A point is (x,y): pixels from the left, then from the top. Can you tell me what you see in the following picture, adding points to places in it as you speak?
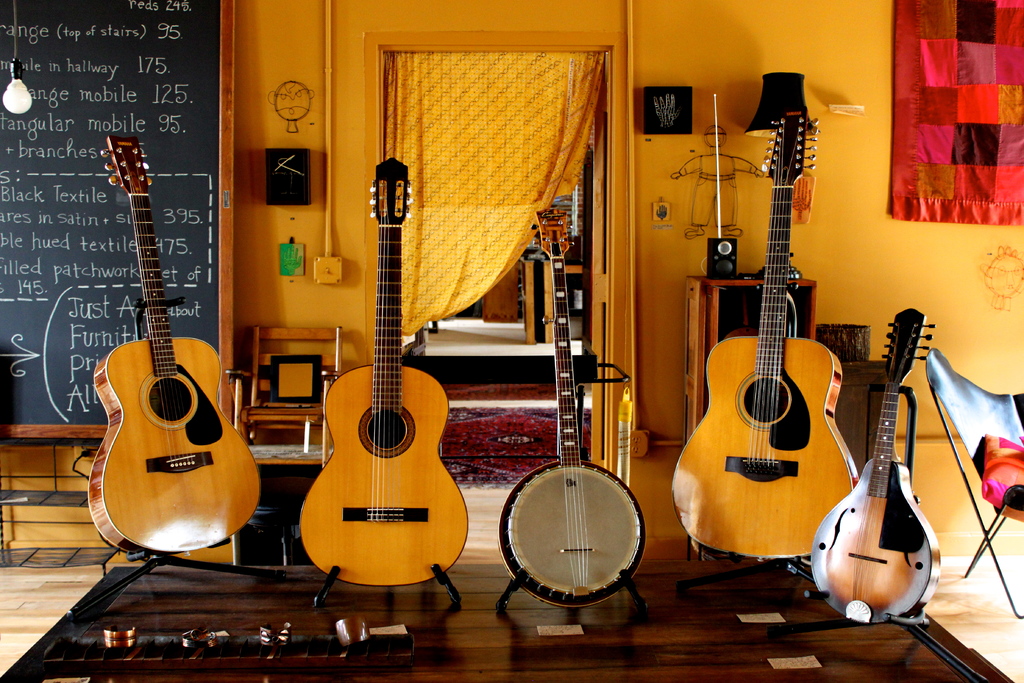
As we can see in the image there is a orange color wall (843,122), curtain (528,119), black color board (102,57) and in the front (119,369) there are few guitars (123,406).
